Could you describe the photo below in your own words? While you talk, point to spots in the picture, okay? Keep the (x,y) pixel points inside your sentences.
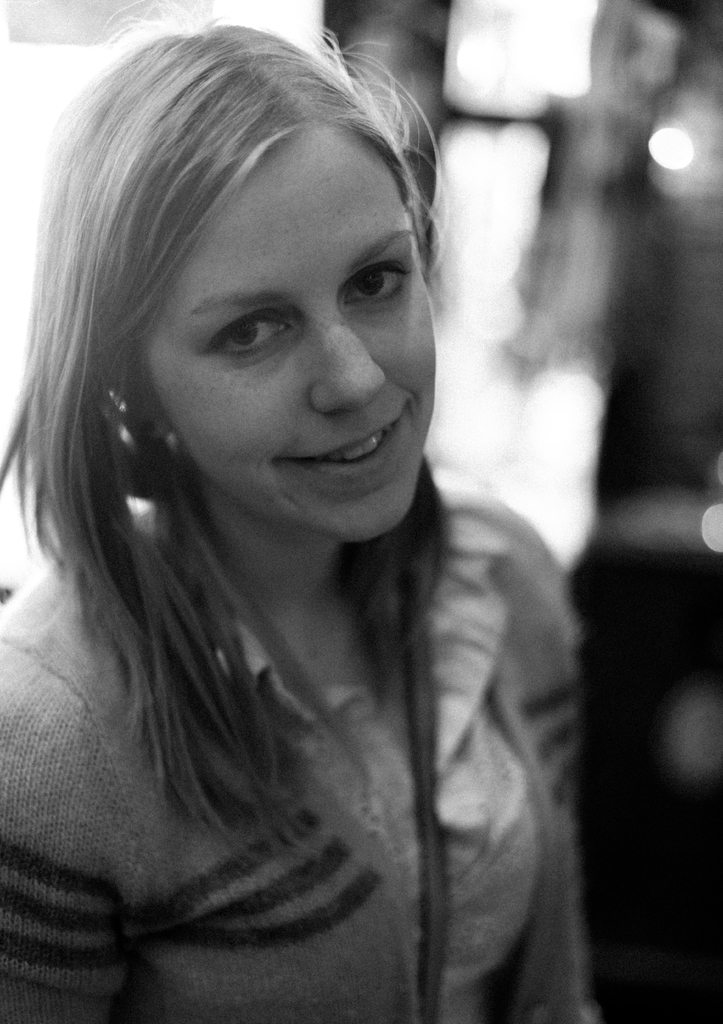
This is a black and white picture. Here we can see a woman (350,674) and she is smiling. There is a blur background (480,32).
